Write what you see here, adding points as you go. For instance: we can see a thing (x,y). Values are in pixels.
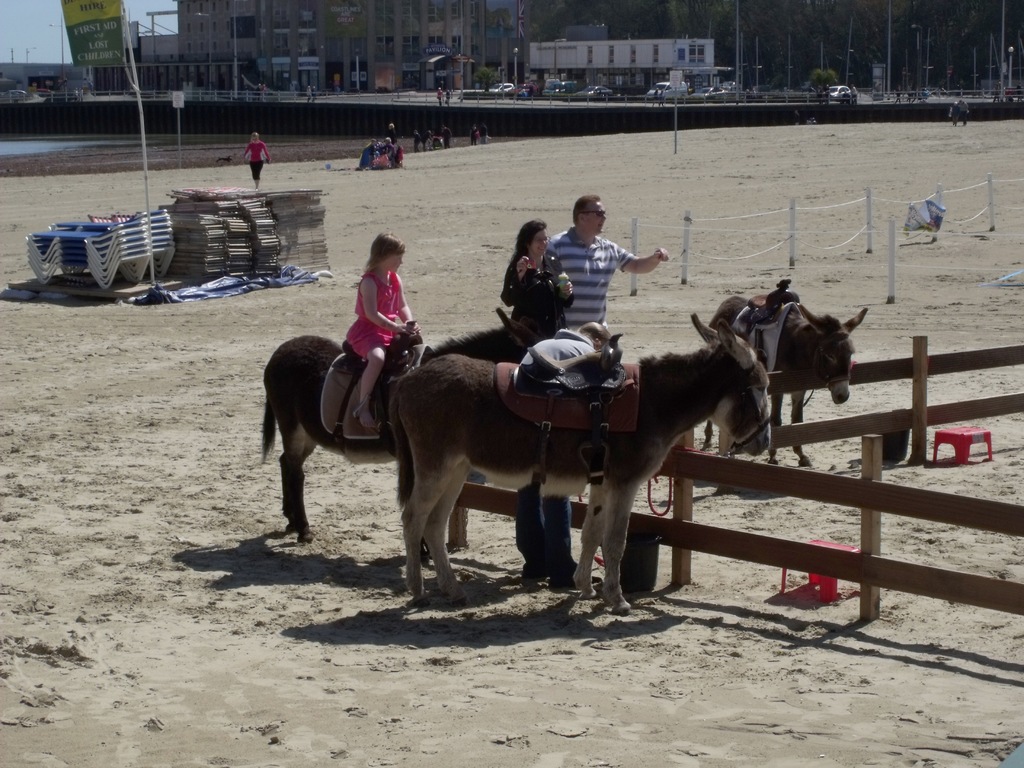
In this image there is a girl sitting on one of the donkeys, few people (584,223) on the sand (662,330), a fence (844,494), small poles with ropes (748,255), a banner (107,51) to one of the poles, under the banner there are few objects (308,279), there are few buildings (451,78), trees (943,79), water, few people (447,91) on the bridge (443,114), street lights (512,78), few vehicles (570,84) and the sky (13,42).
